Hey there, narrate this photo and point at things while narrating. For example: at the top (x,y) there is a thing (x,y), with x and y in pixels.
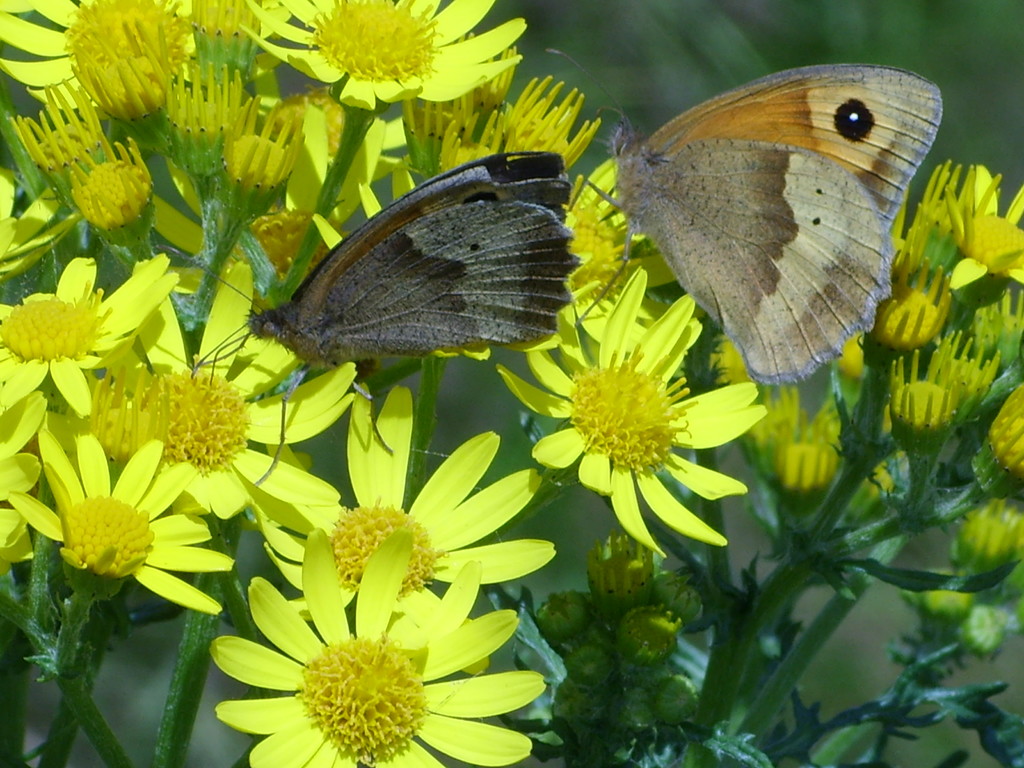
In this image we can see bunch of flowers (312,486) and butterflies (751,253) are sitting on the flowers (296,486).
